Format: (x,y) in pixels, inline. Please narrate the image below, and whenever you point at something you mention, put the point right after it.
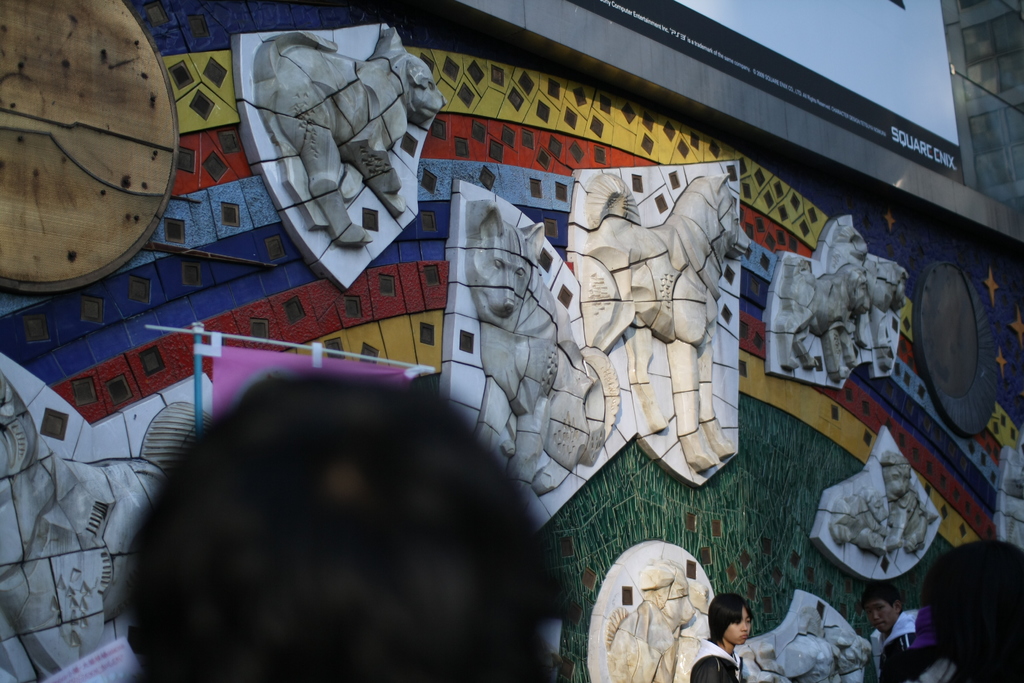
In this image there are persons (989,622) standing towards the bottom of the image (953,639), there is a board (842,56) towards the top of the image (811,53), there is text (758,75) on the board (774,87), at the background of the image (713,217) there is a wall (219,315), there are objects (639,302) on the wall (783,493).
